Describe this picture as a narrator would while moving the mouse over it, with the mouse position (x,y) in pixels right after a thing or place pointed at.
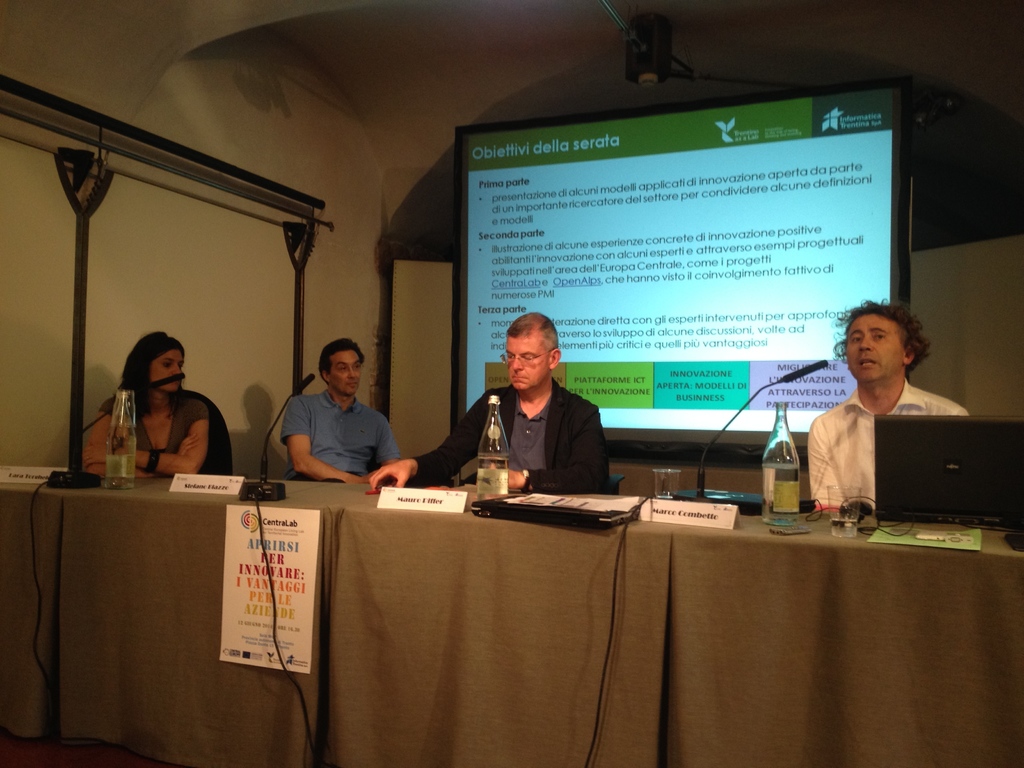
In this image I can see four persons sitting and I can see few bottles (120,463), glasses (856,516), microphones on the table (502,540). In the background (522,171) I can see the projection screen (644,378).
